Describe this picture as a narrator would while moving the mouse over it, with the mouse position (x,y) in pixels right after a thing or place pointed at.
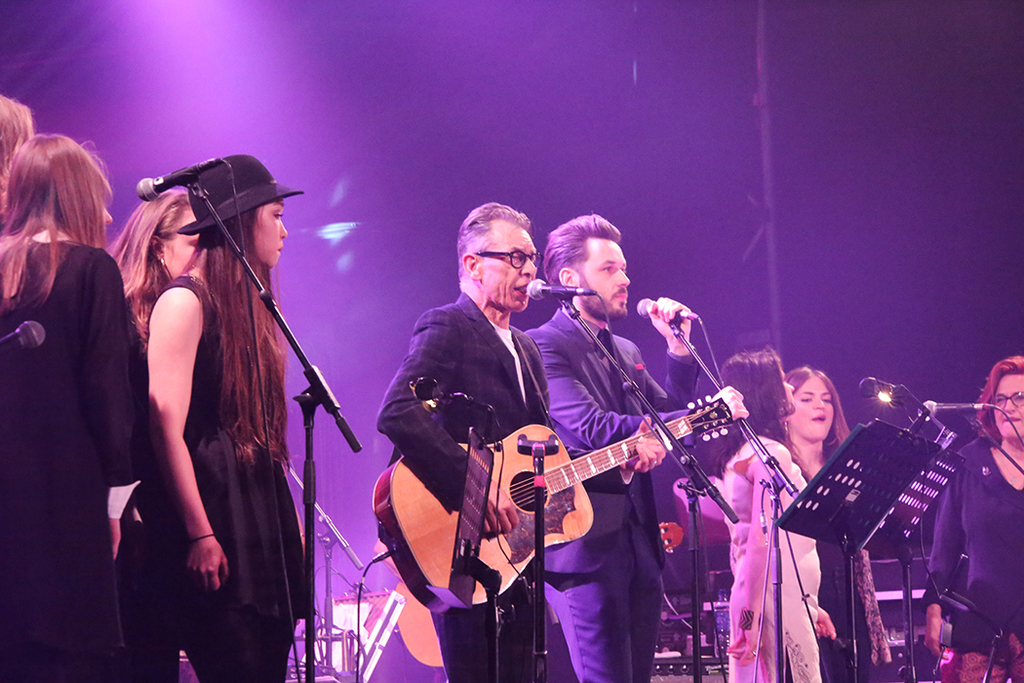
In this image there are a group of people (413,376) who are standing and there are some mikes (198,172) in front of them and in the center (470,358) there is one person (647,434) who is standing and he is playing a guitar (633,448) and it seems that he is singing. On the bottom of the right corner (833,492) there is one board (864,482).
